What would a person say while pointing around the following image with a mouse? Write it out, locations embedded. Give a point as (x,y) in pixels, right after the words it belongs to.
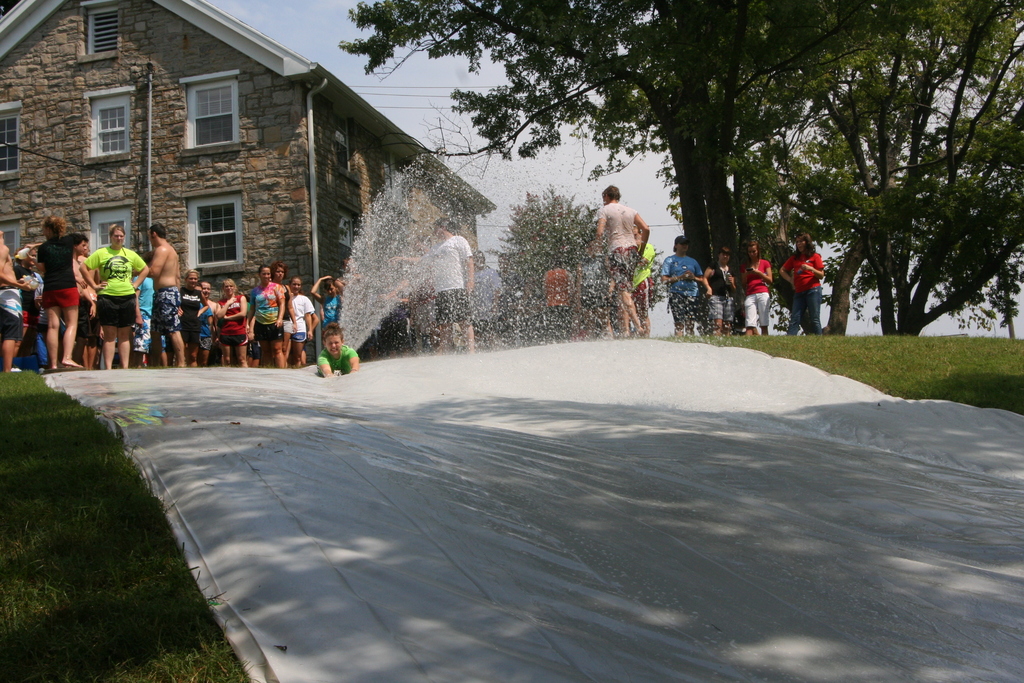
In this image there are group of people (809,299) standing, at the bottom (86,599) there is grass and it looks like a water slide (724,596). And in the background (413,192) there is a house (159,122), trees (823,156), wires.
